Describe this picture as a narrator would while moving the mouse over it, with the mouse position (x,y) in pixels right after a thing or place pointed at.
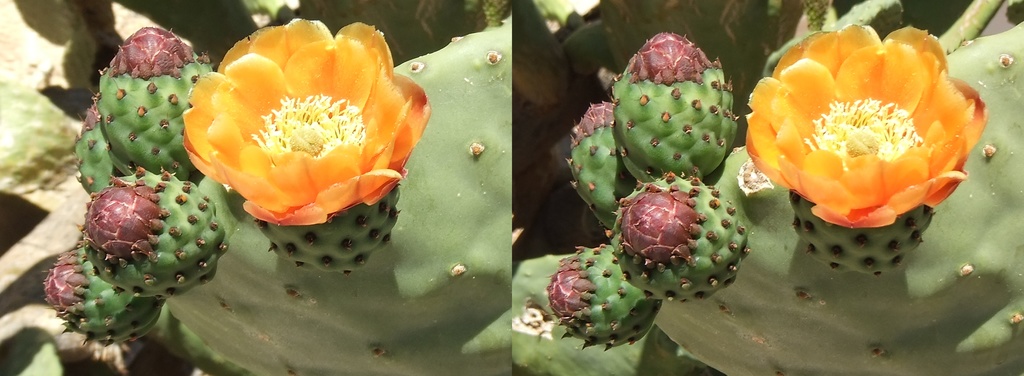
This is a parallax image of a plant (221,122) called eastern prickly pear cactus (272,157).
